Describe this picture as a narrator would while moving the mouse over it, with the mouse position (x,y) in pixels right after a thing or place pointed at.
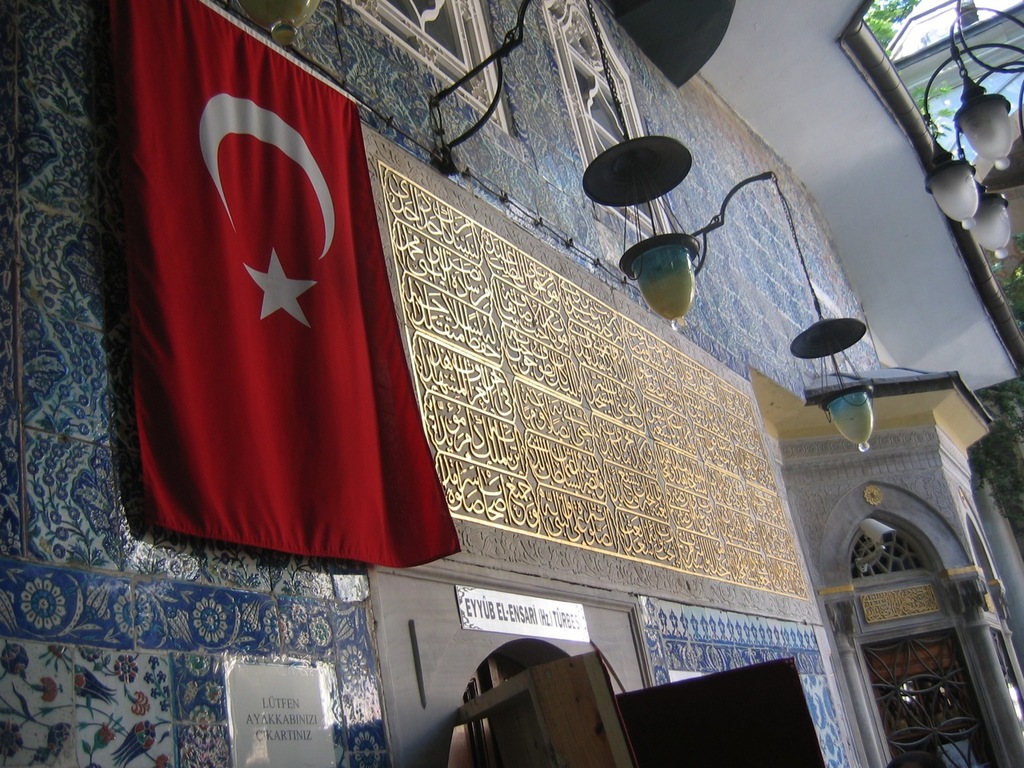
In this picture there is an Arabic board (608,381) in the center of the image (488,286) and there is a flag (169,64) on the left side of the image (176,353), there are lamps (1002,101) on the right side of the image (1011,113).
